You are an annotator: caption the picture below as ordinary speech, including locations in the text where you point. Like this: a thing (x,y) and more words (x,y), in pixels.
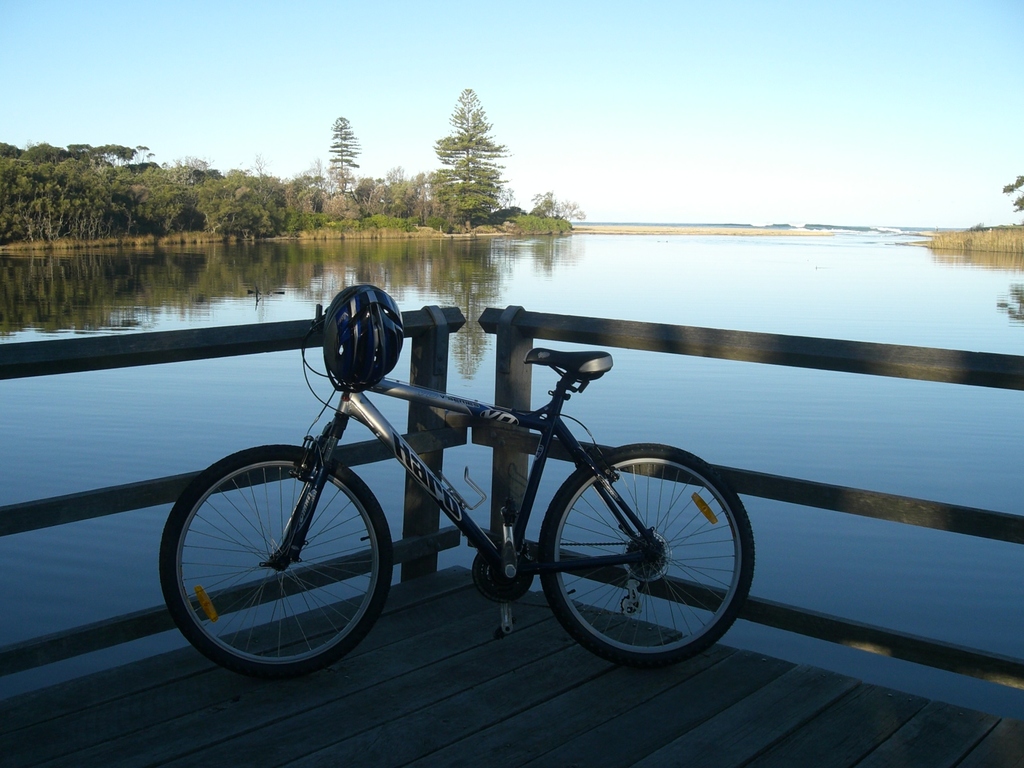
Here we can see a bicycle (511,522) and a helmet (381,324). Here we can see water (989,430) and trees (38,188). In the background (666,113) there is sky (255,107).
